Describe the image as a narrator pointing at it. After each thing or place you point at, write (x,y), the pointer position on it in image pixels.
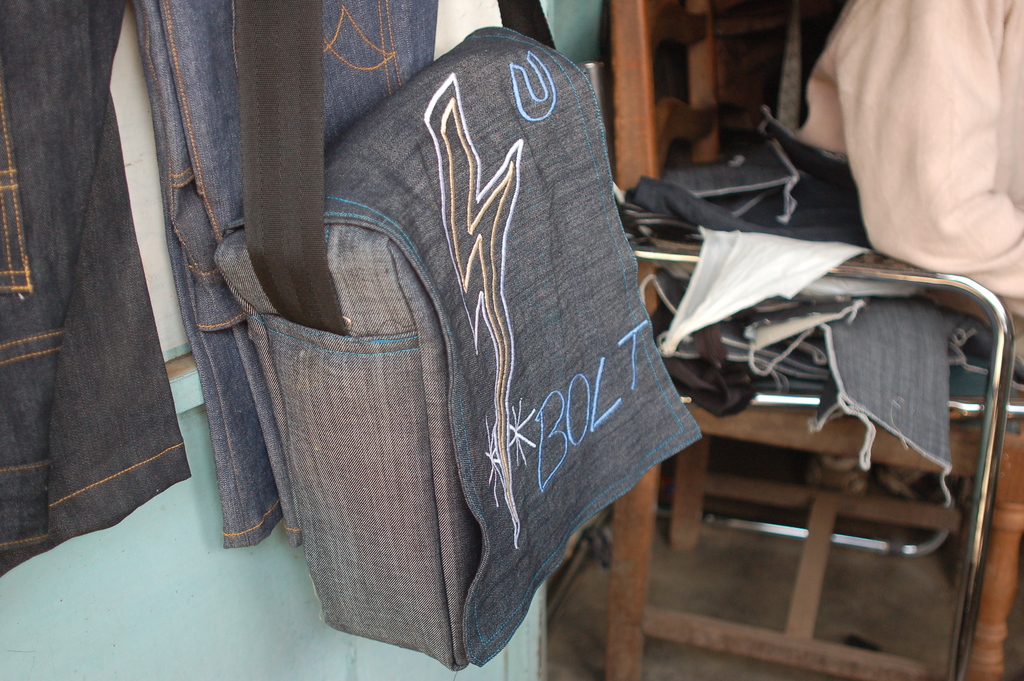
In this image I can see a handbag (431,410) with bolt written on it. I can also see a chair (980,455) in the background (668,13).
